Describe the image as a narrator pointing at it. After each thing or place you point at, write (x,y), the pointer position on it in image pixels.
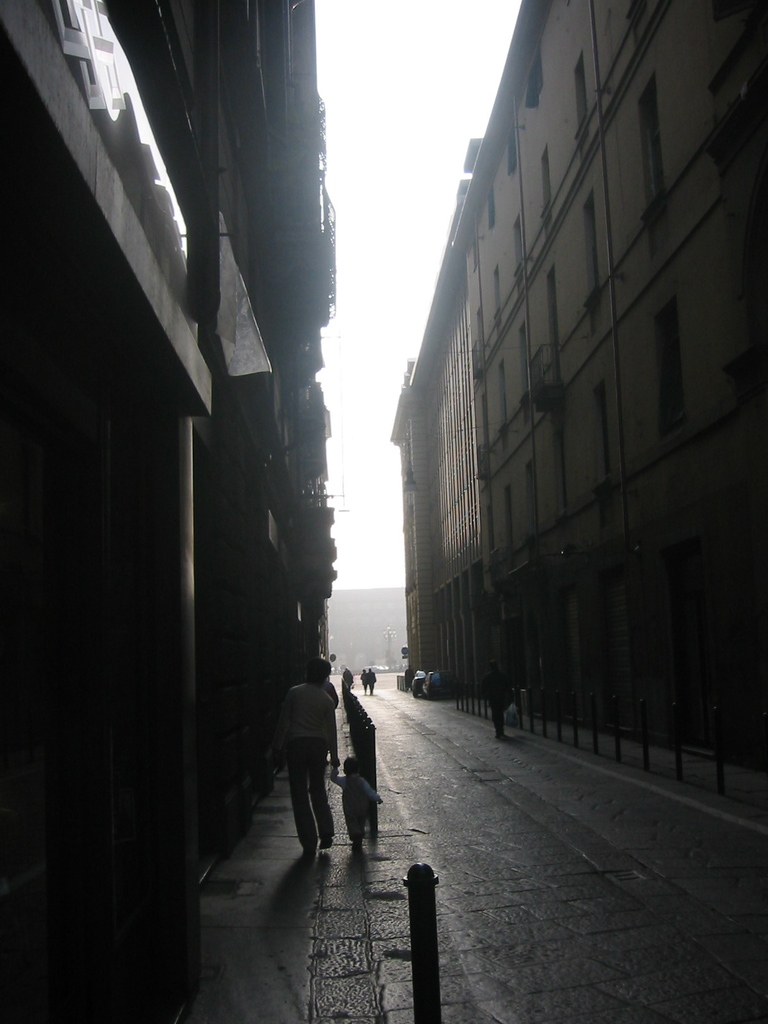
In this image we can see few people (316,692) walking on the road (510,818), there are buildings (227,397) and metal rod (677,713) in front of the buildings (448,660) and the sky (366,532) in the background (388,471).
